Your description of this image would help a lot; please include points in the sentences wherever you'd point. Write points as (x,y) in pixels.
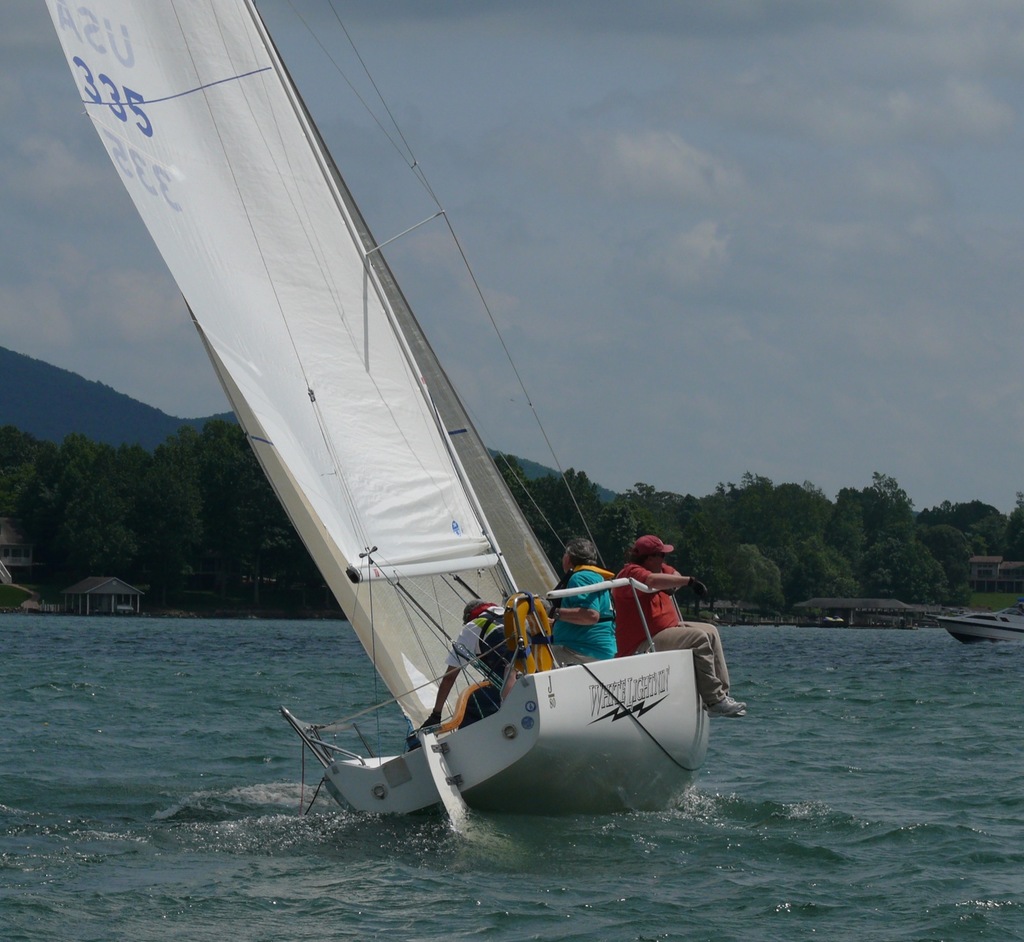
In this image I can see a boat (424,647) in white color, few people (558,647) are sitting in it. At the bottom (596,857) it is the sea (528,830), at the back side (547,543) there are trees (622,532), at the top (804,231) it is the sky (815,278).
